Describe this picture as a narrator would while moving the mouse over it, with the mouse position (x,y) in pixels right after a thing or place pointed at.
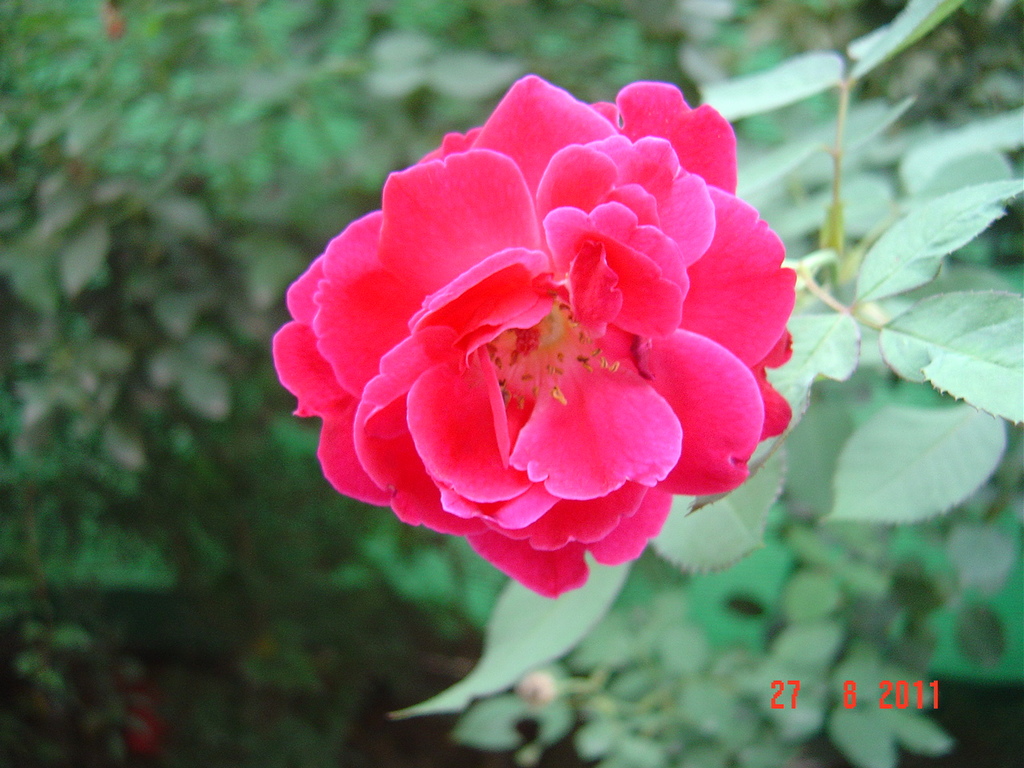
In this image there are plants (921,443) and we can see a flower (509,502) which is in pink color.
